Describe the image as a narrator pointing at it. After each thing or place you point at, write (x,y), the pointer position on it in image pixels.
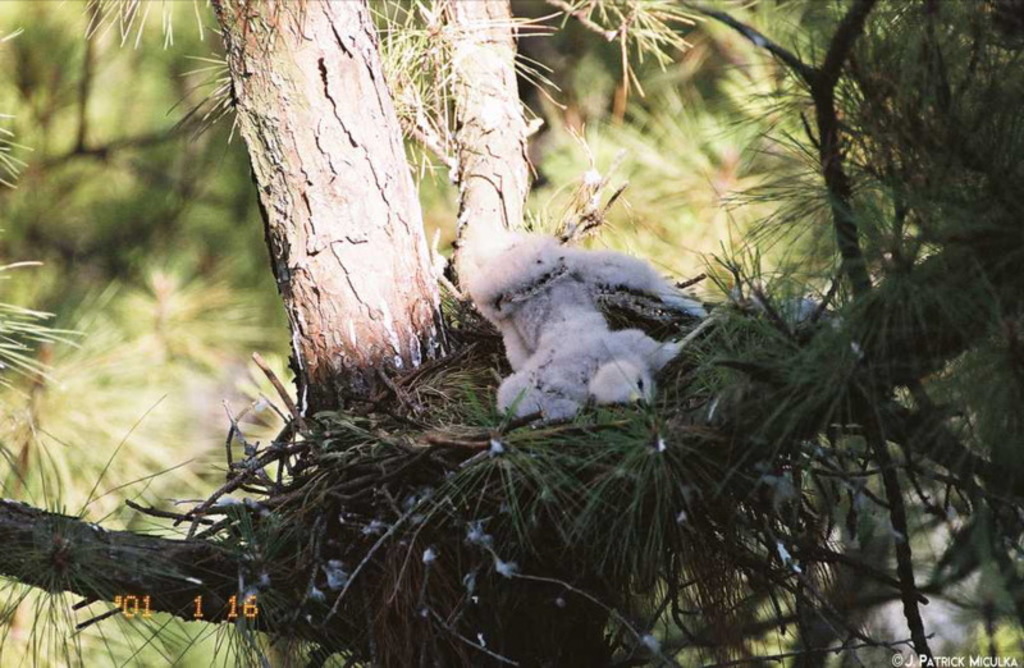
In this picture I can see a chick (599,301) on the nest (653,507), which is on the branch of the tree (418,347), and there is blur background (16,261) and there are watermarks (1002,664) on the image.
